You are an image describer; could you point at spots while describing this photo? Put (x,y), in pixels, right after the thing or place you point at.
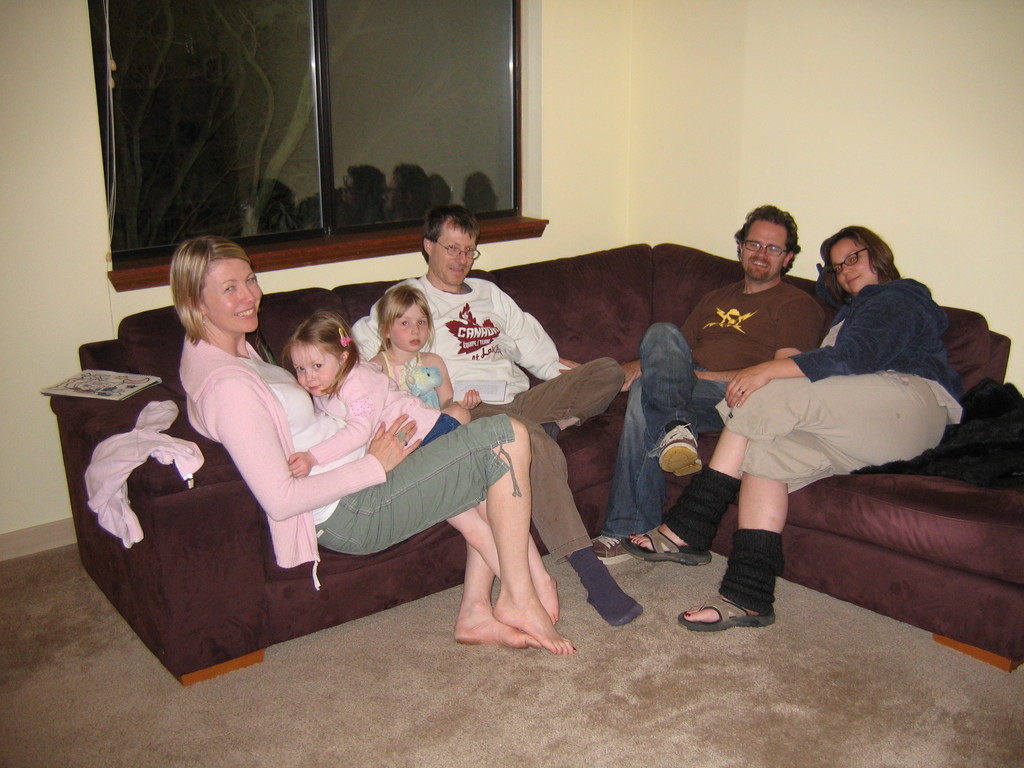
In this image there are 2 woman (444,470), 2 kids (412,297), 2 men (607,375) sitting in a couch (651,306) in the back ground (350,91) there is a window (336,102) and a wall (749,81).
